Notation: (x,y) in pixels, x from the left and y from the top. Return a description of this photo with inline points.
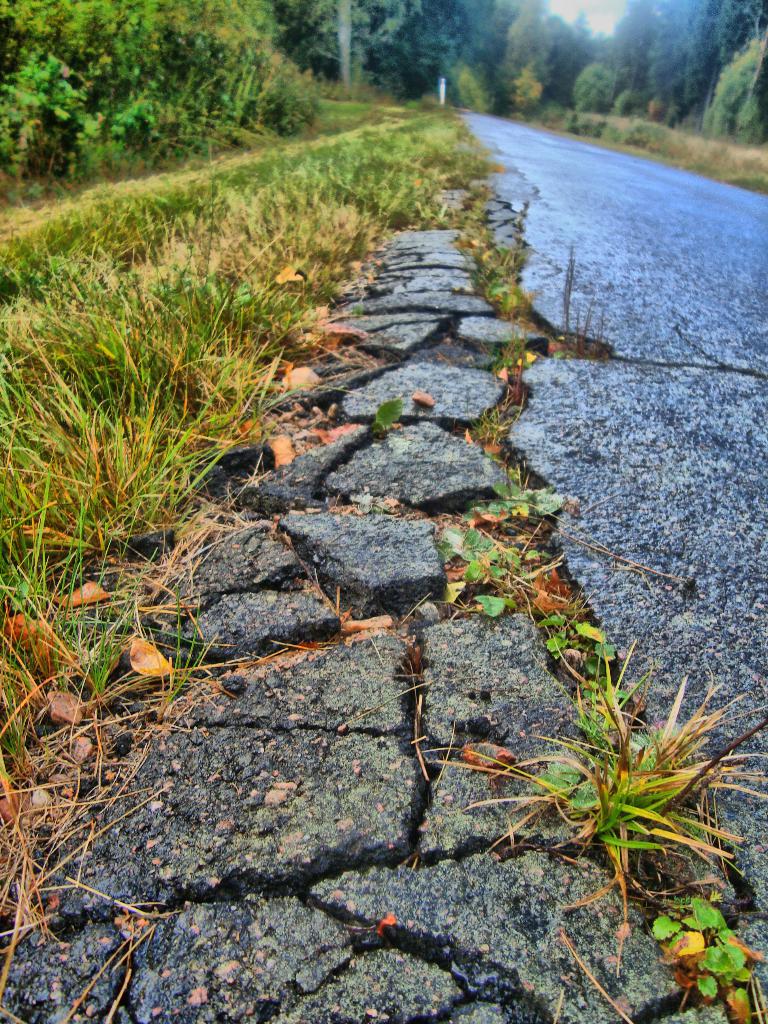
In this picture we can see some grass (203,190) on the ground (266,152) on the left side (221,212). There are few trees (543,27) on top right (762,36). We can see a path (654,301).
